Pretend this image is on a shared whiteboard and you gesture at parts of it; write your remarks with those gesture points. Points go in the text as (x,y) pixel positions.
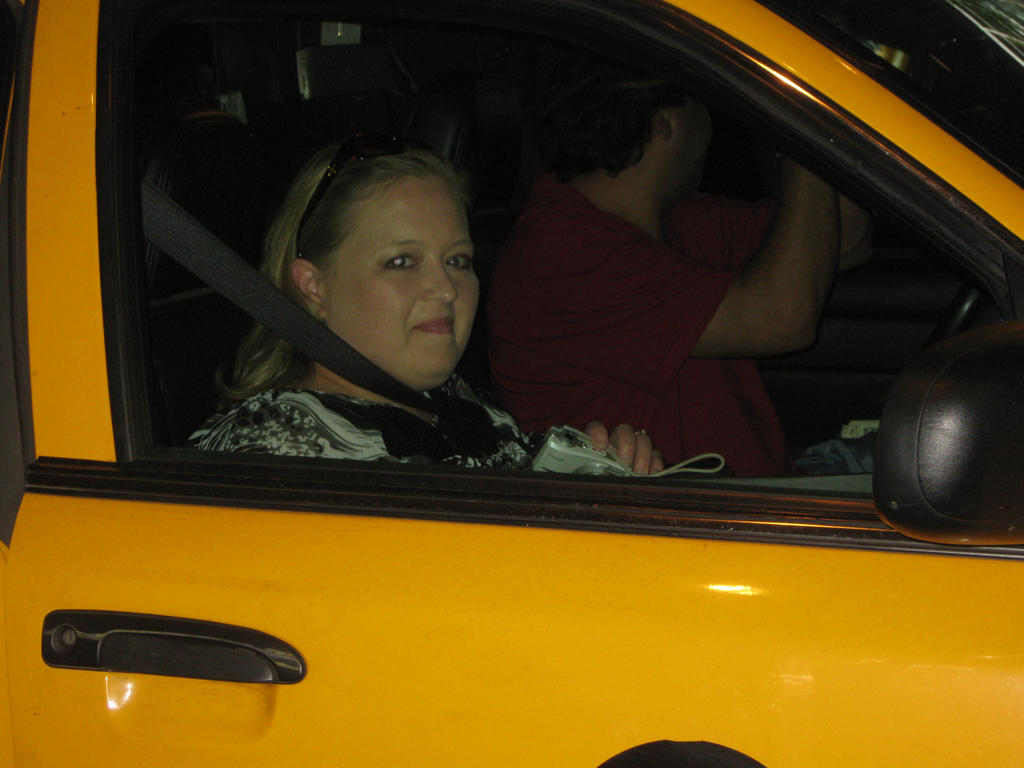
In this image I can see the car (629,707) and the car (519,603) is in yellow color and I can see two persons (406,289) sitting inside the car (227,336).
